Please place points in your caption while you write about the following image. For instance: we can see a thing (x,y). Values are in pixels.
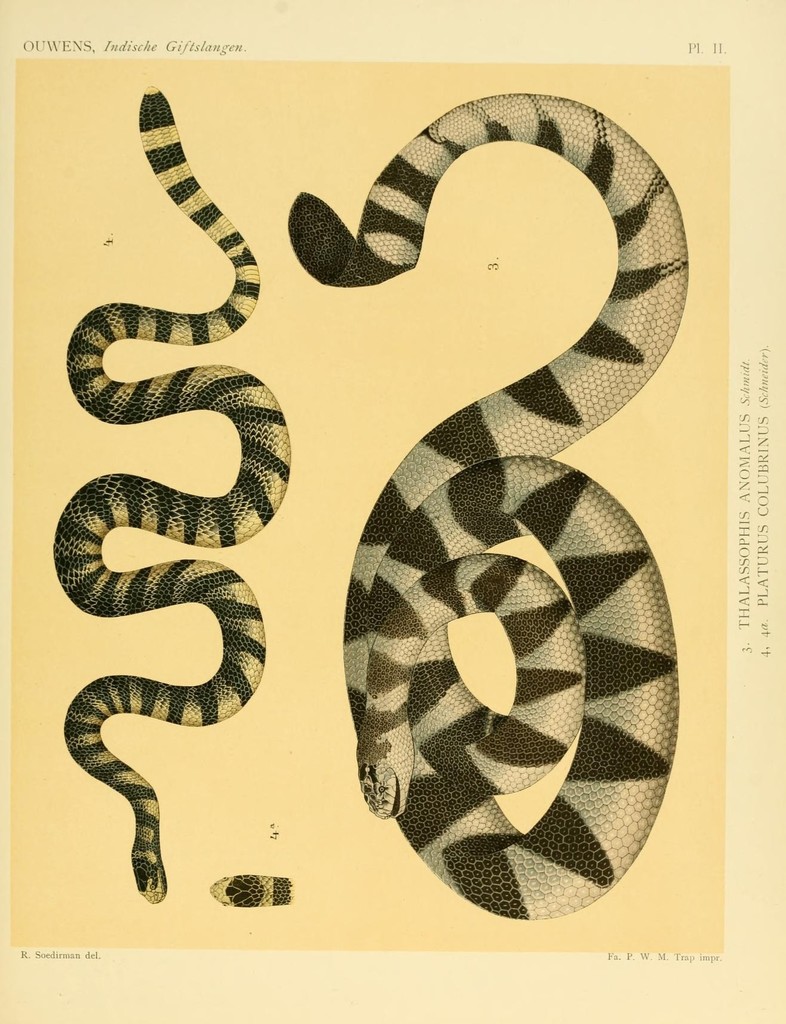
In this image there is a paper (39,821), there are snakes (230,712), there is text (748,576) on the paper (200,47), there is a number (720,45) on the paper (623,80).
